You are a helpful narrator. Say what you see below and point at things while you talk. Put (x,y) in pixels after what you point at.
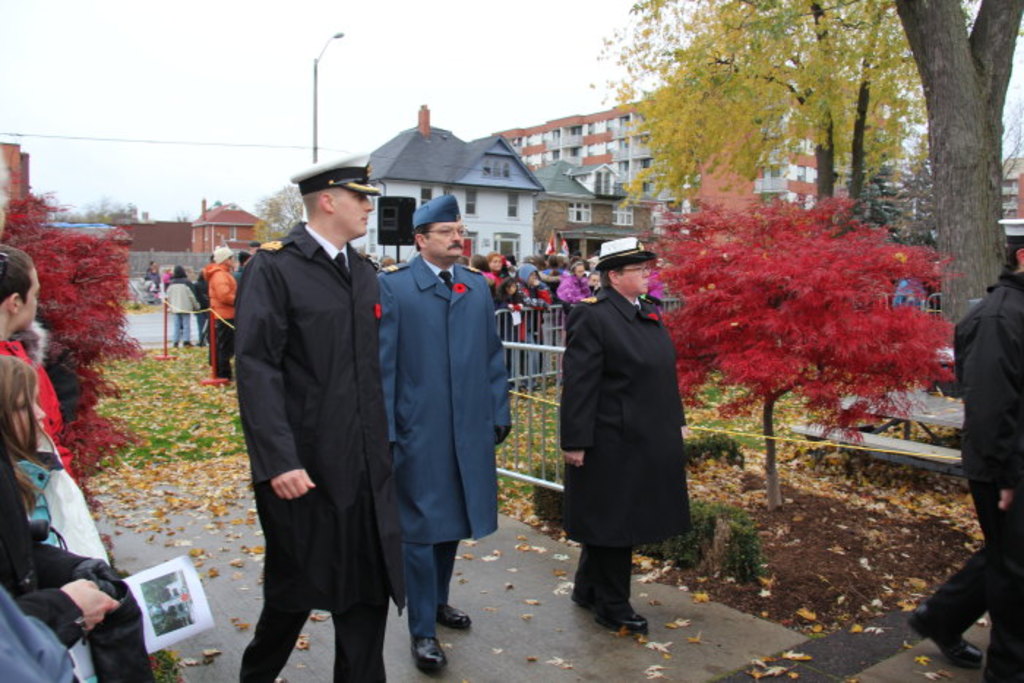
In this image in the center (423,399) there are three persons (419,441) who are walking, and at the bottom (504,596) there is a walkway (471,613) grass (209,430) and some leaves (801,611). And in the background (561,210) there are some houses (552,209) and pole (314,131) and one light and also on the right side (835,301) there are some trees (867,312) and a bench (870,451). On the left side (41,520) there are some people (41,448) who are standing, and there are some trees (95,256). On the top of the image (274,56) there is sky (553,53).
